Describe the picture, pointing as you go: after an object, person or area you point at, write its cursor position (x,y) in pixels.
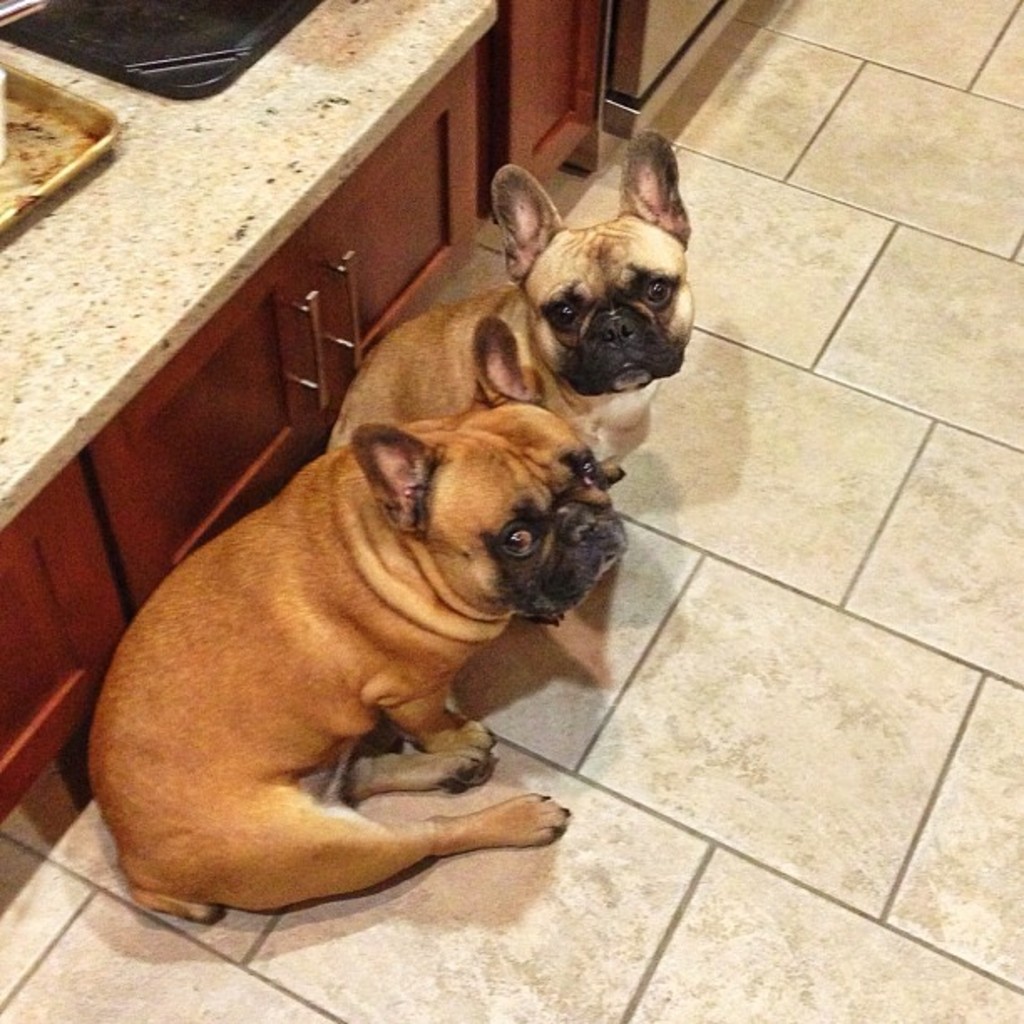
In this image there are two dogs (591,530) on the floor (711,232), and at the background (349,239) there are cupboards (335,309), trays (19,35) on the cabinet (164,261).
